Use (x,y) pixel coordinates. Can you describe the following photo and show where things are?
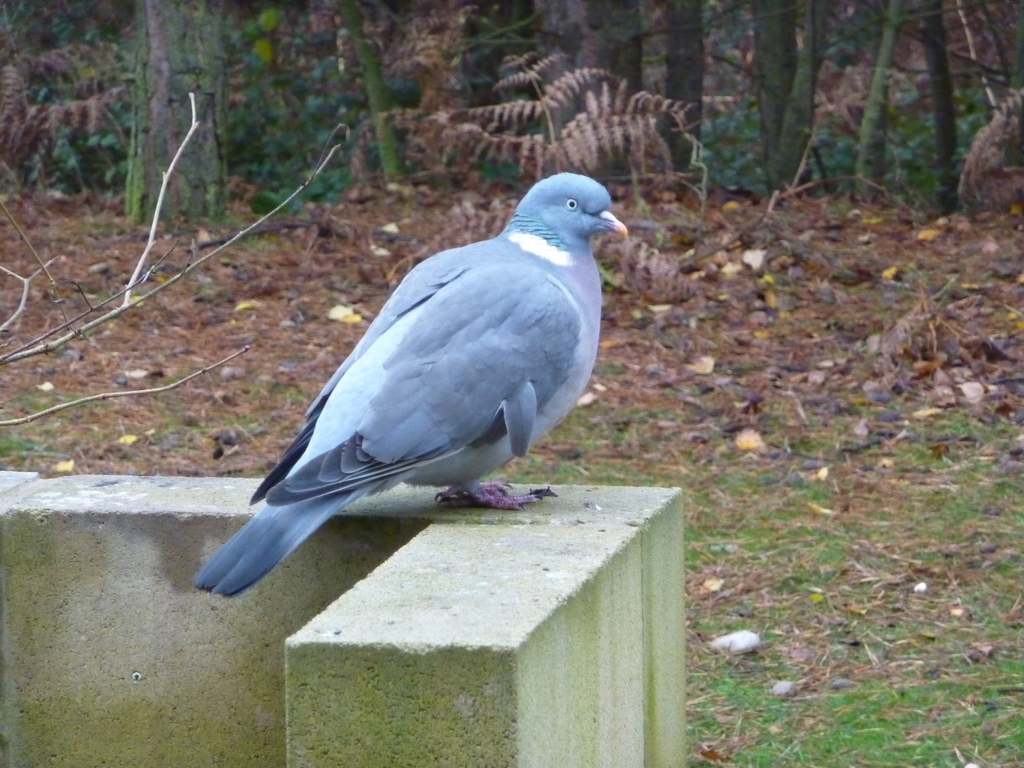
In this image there is a bird (440,422) on the concrete fence (442,558), behind the bird (312,415) there are dry leaves (743,258), stones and branches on the surface (210,239) and there are trees (179,79).
